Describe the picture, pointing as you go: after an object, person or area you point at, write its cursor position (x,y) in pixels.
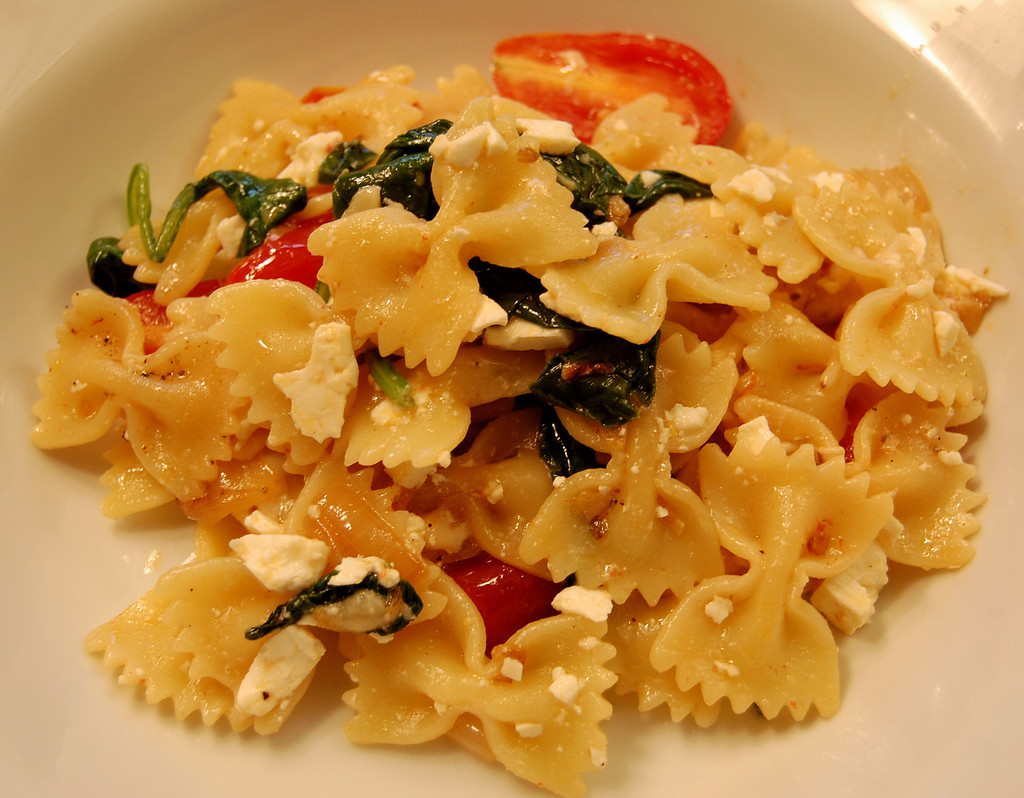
In this image there is a plate (791,739), in that plate (802,740) there is a food item (526,372).
